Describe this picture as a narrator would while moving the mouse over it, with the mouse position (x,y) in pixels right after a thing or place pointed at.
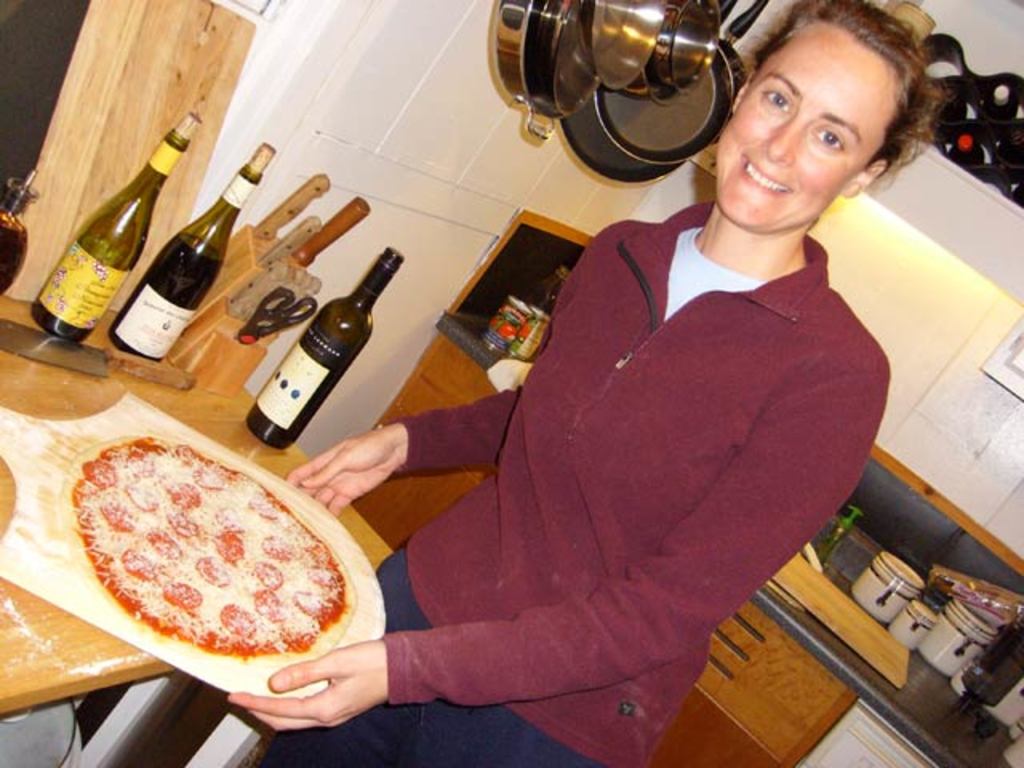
In this picture I can see a person (475,544) standing and holding a pizza serving board (23,427) with a pizza (217,522) on it, and there are bottles (285,422), knives stand (218,357) and a knife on the table (19,653), and in the background (885,627) there is a washbasin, tap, chopping board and some other items (978,718) on the cabinet (919,723), cupboards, skillets (705,11), bottles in a rack (1001,172).
